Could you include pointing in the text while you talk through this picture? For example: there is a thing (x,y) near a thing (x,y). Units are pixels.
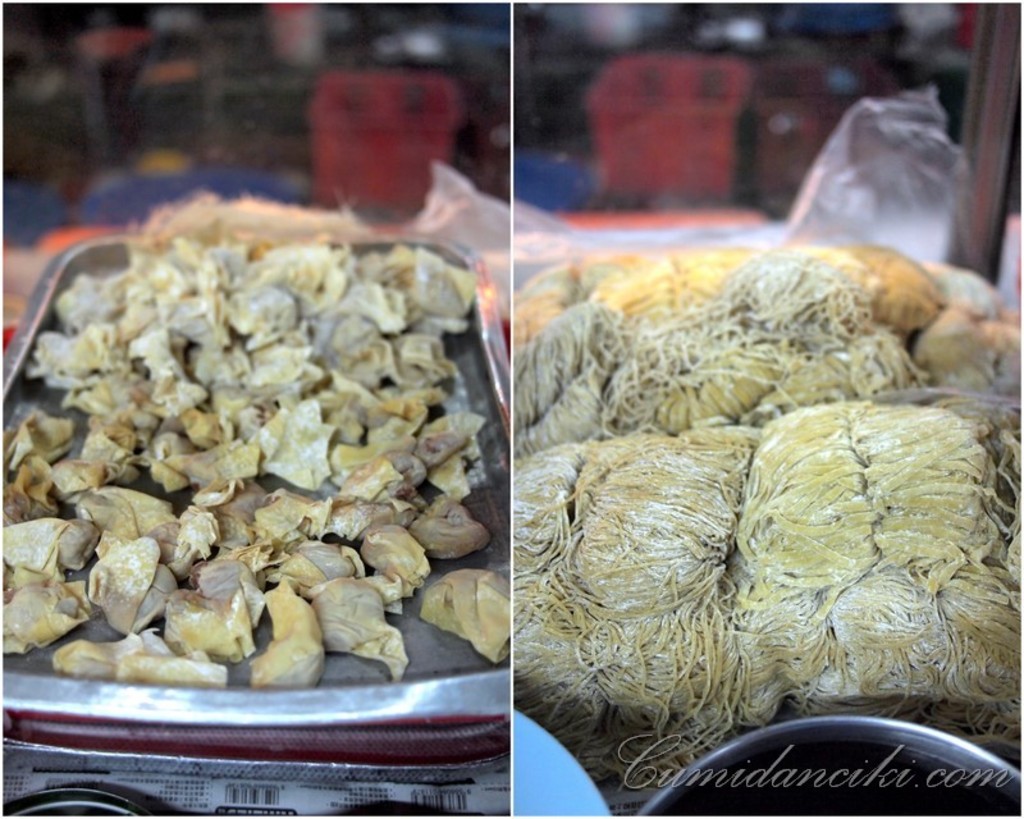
In this picture I can see there is a collage and there is some food (284,535) in the tray (56,405) and in the next image I can see there is some other food (665,720), there is a watermark (748,770) at the right side (848,752) bottom of the image (842,770). The backdrop (747,166) is blurred.
